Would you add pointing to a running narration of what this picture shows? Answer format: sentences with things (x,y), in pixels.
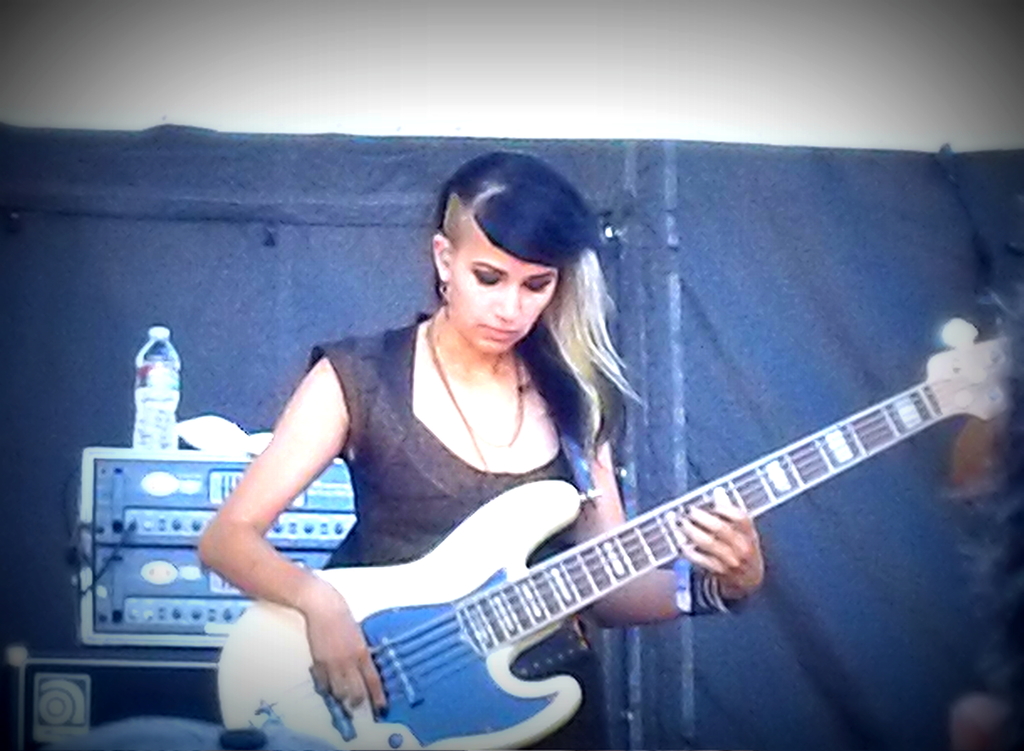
In this image woman (456,471) is standing in the center (488,438) and holding a musical instrument (515,599) in her hand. In the background (327,230) there is a black colour sheet (662,246) and machines (148,550) and water bottle (170,415).
